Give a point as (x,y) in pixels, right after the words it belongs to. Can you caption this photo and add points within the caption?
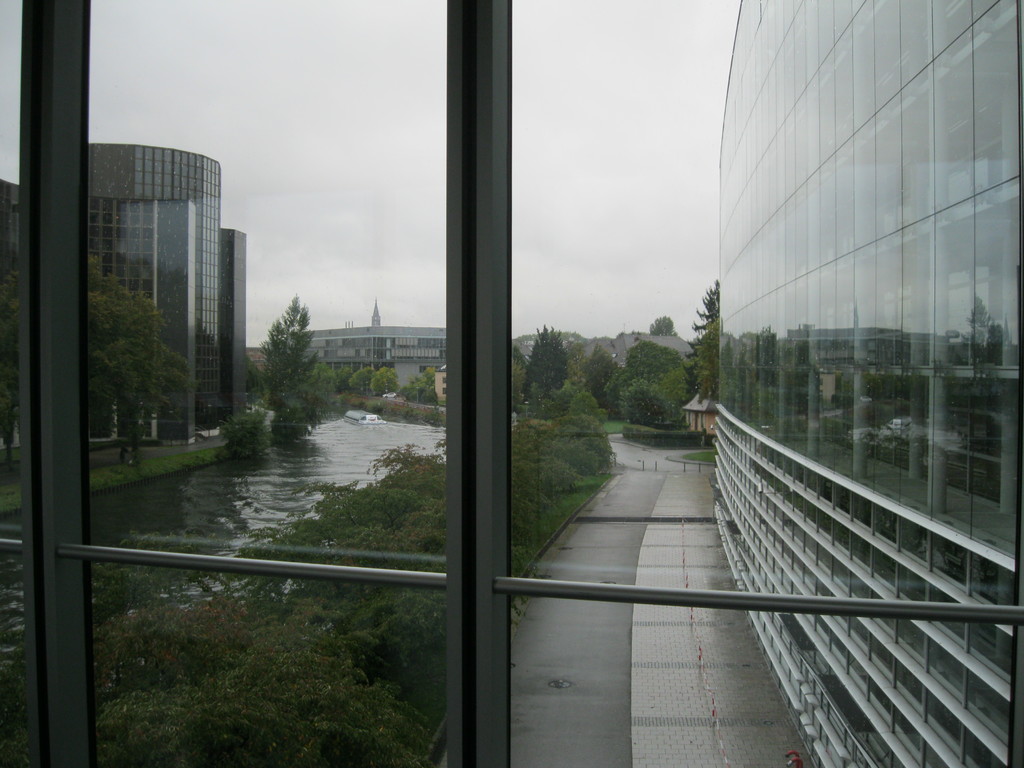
In this picture we can see a river (255,465), we can see some buildings (828,114), trees (291,526).
